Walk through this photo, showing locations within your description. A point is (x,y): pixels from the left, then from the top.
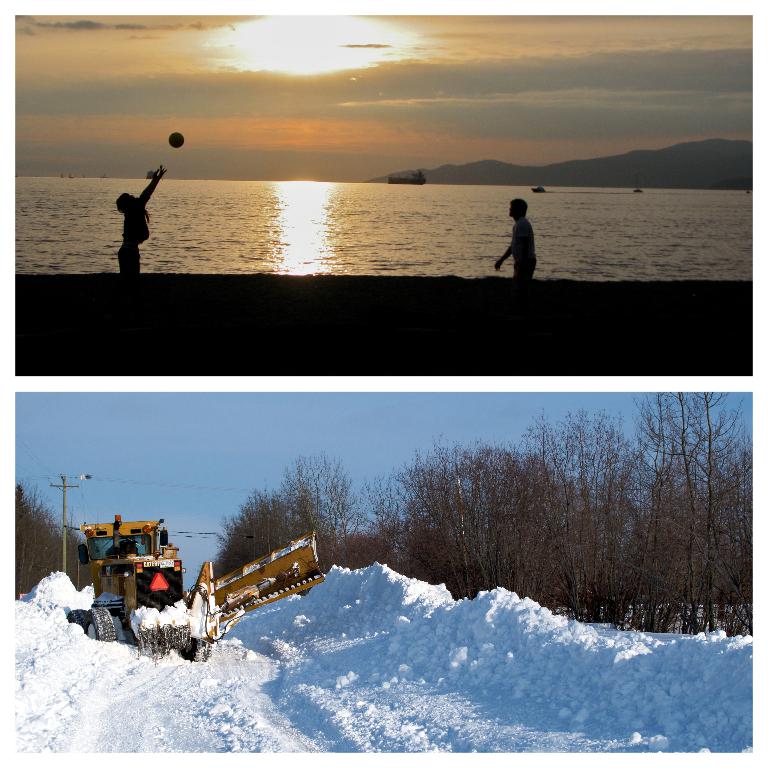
Here, we can see two portions, at the bottom (263,722) we can see snow (263,722) which is in white color, there is a crane (180,599), there are some trees (502,521), at the top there is a blue color sky (278,440), in the top portion (569,213) we can see two persons (134,201) playing a game and there is water (306,218).
